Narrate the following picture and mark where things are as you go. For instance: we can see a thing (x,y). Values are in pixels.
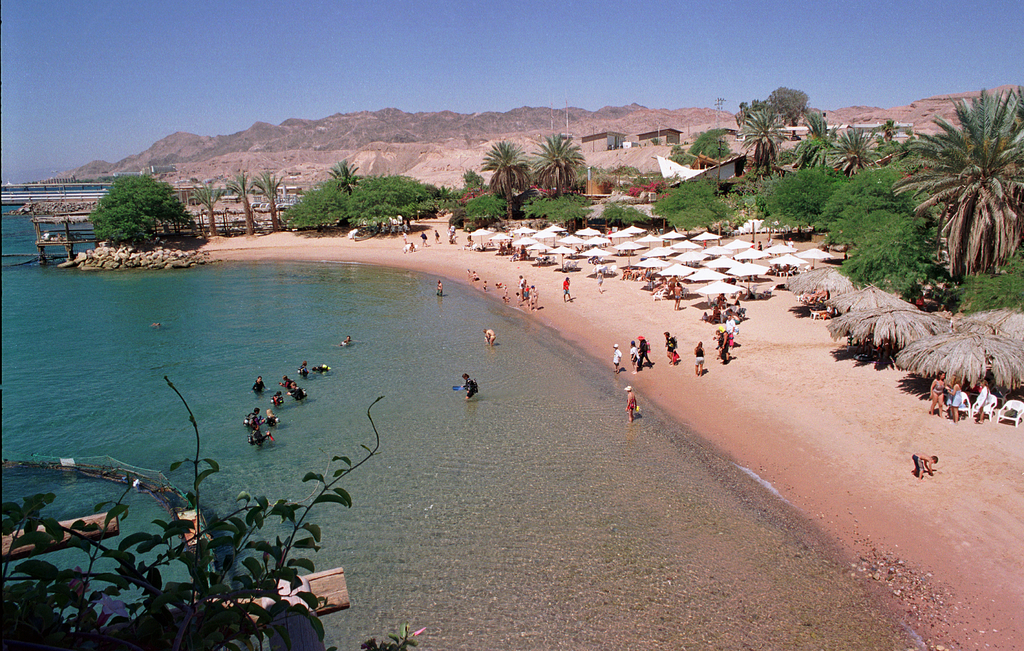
This image is taken in the beach (646,391). We can see many people (719,330). Image also consists of many trees (802,189), houses (670,138) and also huts (887,299) and tents (662,263). In the background (646,124) we can see hills (579,128). At the top (609,51) there is sky (641,30).
